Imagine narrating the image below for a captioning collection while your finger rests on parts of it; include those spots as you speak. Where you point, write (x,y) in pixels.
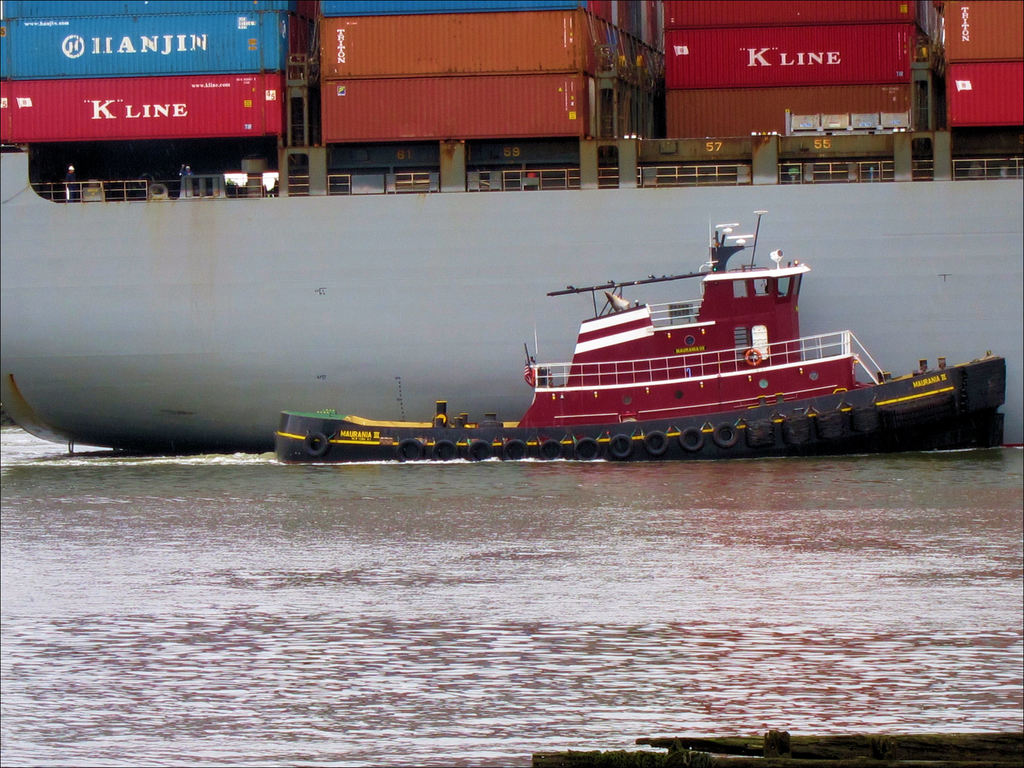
In this image I can see few boats (502,281). I can see few colorful containers (680,133) in the ship (644,118). I can see the water (643,672).
